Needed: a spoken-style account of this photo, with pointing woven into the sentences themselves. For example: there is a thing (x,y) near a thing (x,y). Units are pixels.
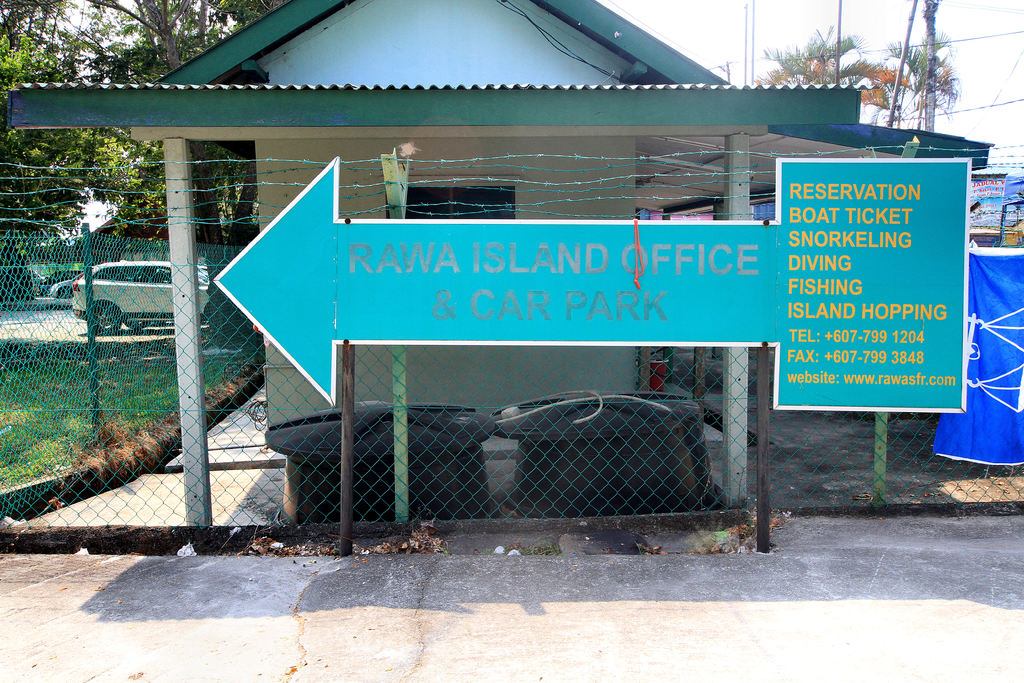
In this image I can see the sign board (591,293) attached to the fence (383,168). In the background (298,167) I can see the house (494,100). To the right (986,196) I can see the boards (980,208) and the blue color object (981,335). To the left (118,313) I can see the vehicle (100,304). In the background (155,147) there are trees (23,33), pole (906,59) and the sky (780,7).
